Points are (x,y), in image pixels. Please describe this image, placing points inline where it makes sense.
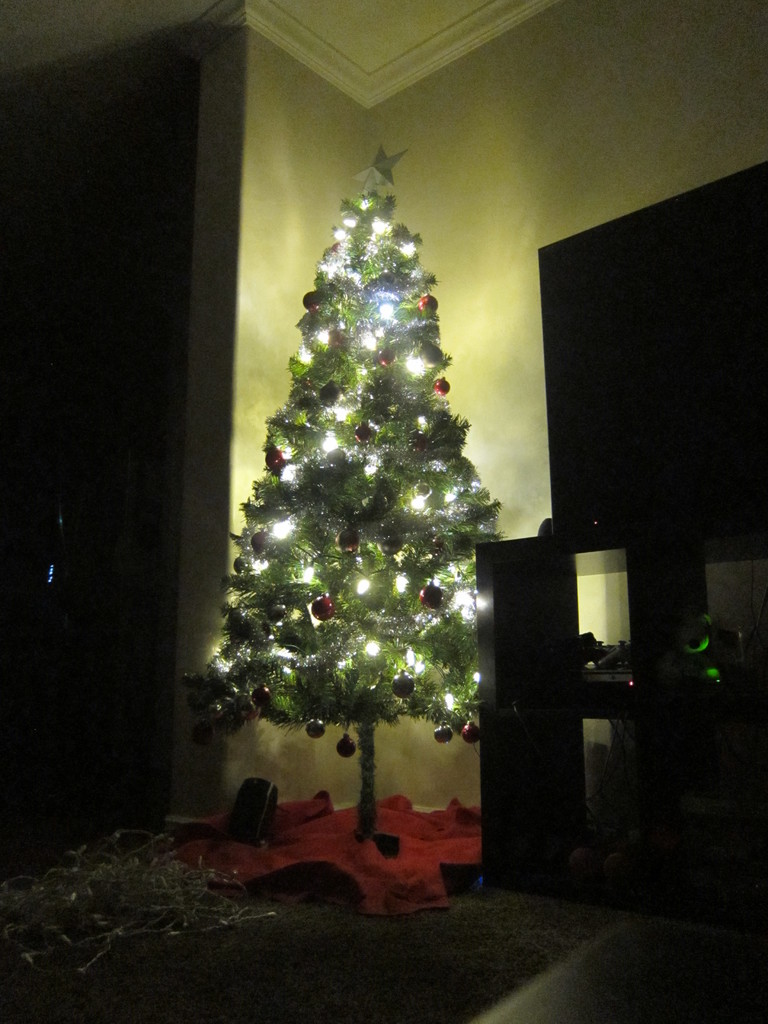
In this image inside the room (231,308) there is a Christmas tree (380,549). This is a table (585,539) this is a screen (675,440). The background (423,794) is dark.
